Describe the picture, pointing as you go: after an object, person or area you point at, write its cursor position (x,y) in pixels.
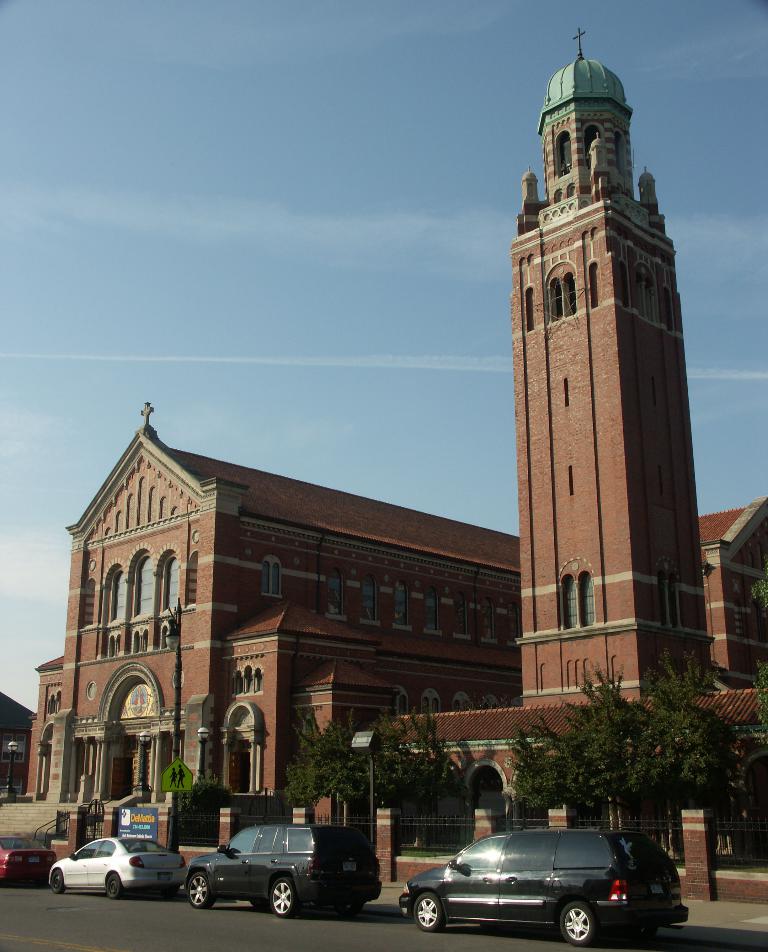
This picture is clicked in the city (213,780). At the bottom of the picture (260,868), we see cars (260,868) parked on the road (236,905). Beside that, we see a blue board (151,824) with some text (141,827) written on it. We even see pillars (300,810) and staircase (57,816). On the right side (600,774), we see a tree (613,768). In the background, there is a church (235,609). At the top of the picture (269,142), we see the sky (371,108).
